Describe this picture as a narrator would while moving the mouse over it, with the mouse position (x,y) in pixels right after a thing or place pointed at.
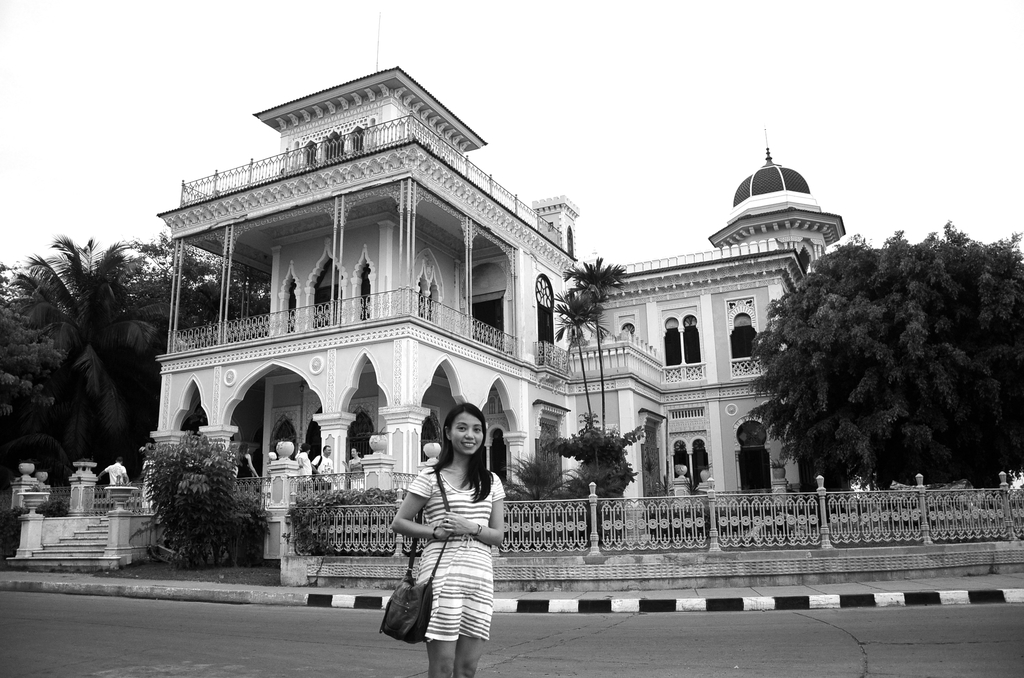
In this image there is the sky (549,68) towards the top of the image (537,60), there is a building (514,350), there are two men (330,465) and a woman (359,465) standing, there are trees (223,475) towards the left of the image (99,346), there is a tree (856,289) towards the right of the image (821,337), there are staircase (89,537) towards the left of the image (75,536), there is a fence (722,521) towards the right of the image (778,528), there is a woman (463,532) standing towards the bottom of the image (470,531), she is wearing a bag (413,581), there is road (389,642) towards the bottom of the image (645,649).
